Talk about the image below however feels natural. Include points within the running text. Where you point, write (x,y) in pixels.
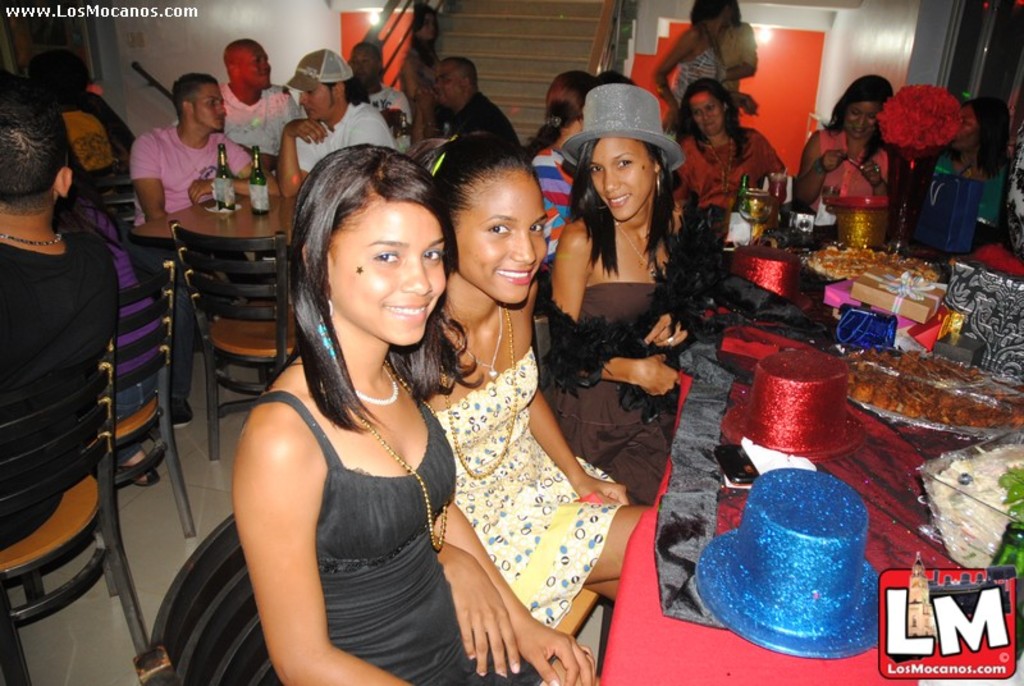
In this picture I can see a group of people (573,343) are sitting on chairs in front of tables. On the tables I can see food items (976,457), bottles (254,182) and other objects (813,493). In the background (668,81), I can see a person (717,80) is standing and a wall (889,79). Here I can see the steps (509,74). I can also see watermarks (959,609) on the image.
